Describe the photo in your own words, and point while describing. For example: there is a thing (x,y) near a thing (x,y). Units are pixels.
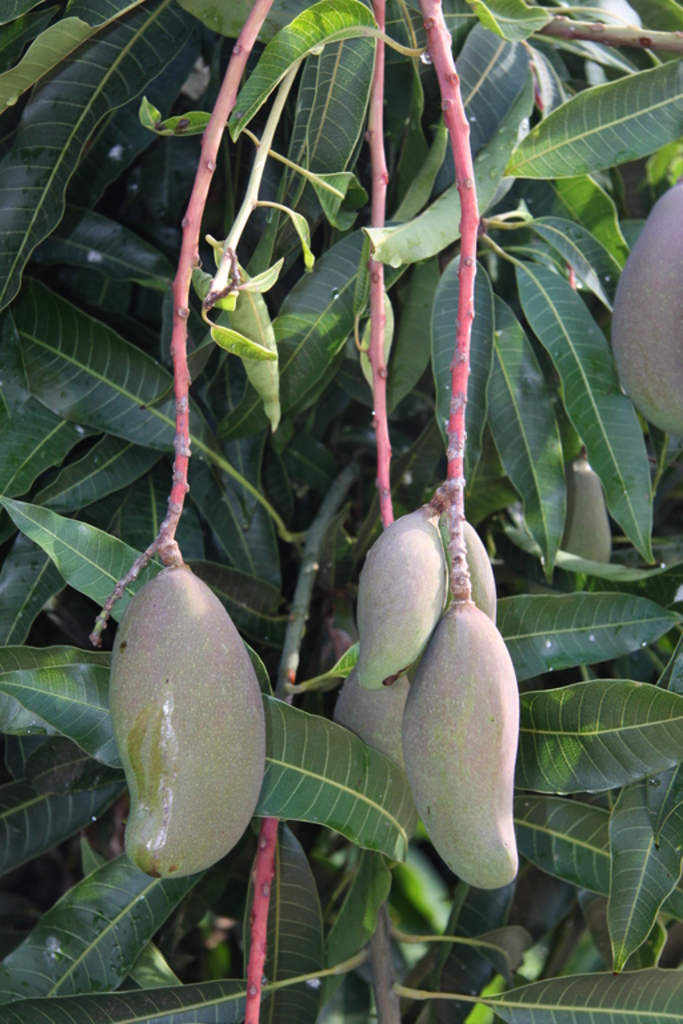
In this picture there are few mangoes (409,634) and there are mango leaves (298,289) behind it.
